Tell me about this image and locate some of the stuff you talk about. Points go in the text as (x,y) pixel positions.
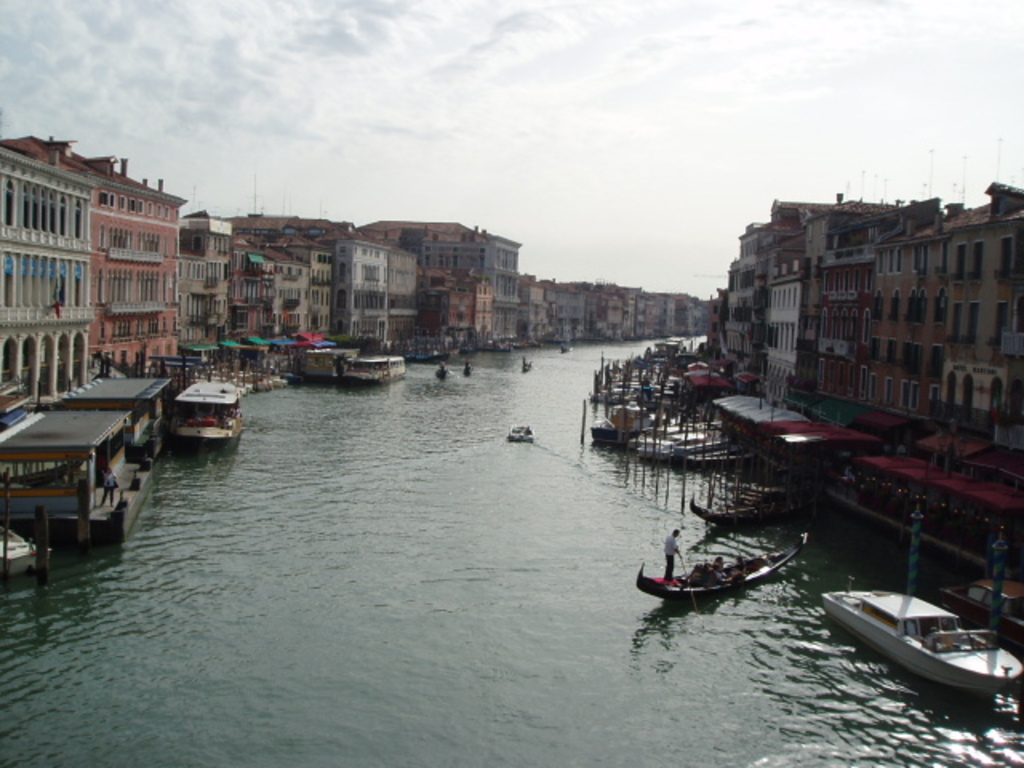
In the center of the image (620,443) there are boats (982,615) in the water (349,555). On both right and left side of the image (32,272) there are buildings (808,336). In the background of the image (581,71) there is sky (639,67).
